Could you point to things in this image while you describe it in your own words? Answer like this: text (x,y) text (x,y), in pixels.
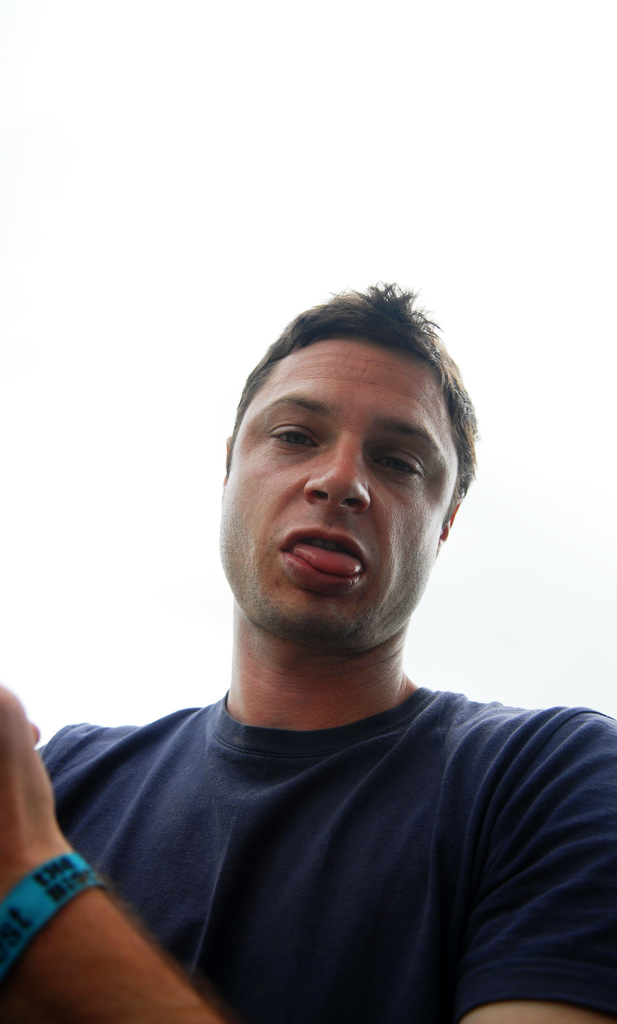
In this picture I can observe a man (215,818) wearing blue color T shirt (229,814). The background (115,665) is in white color.
